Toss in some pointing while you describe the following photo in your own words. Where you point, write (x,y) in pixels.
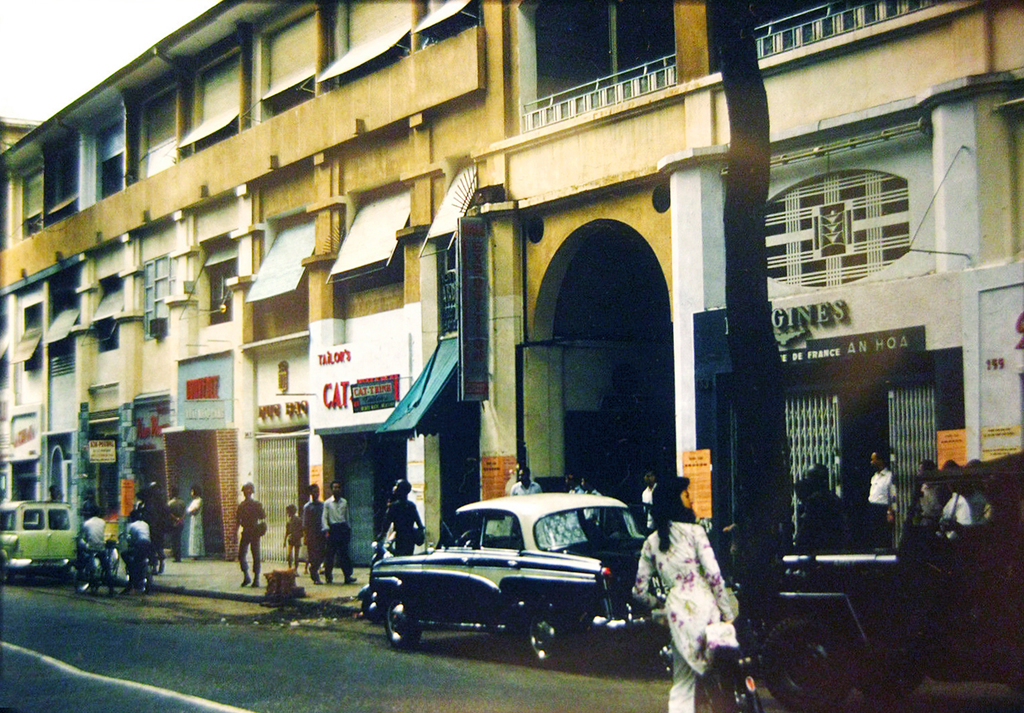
In the picture we can see a building (268,327) with windows (811,249) to it and near to it we can see a path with some people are walking and some are standing and near to the path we can see a road (512,678) on it we can see some vehicles (63,556) are parked and we can also see a tree branch (752,283).
